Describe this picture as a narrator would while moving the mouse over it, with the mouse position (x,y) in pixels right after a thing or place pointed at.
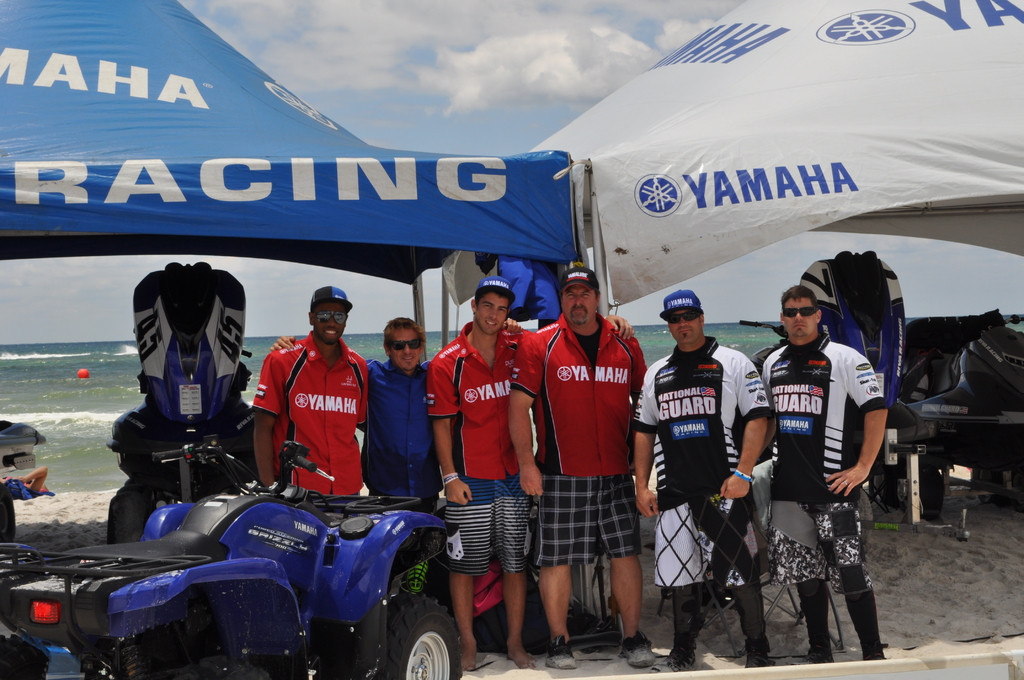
In this image I can see the ground (878,598), few persons (652,452) standing on the ground (887,614), few motorbikes (259,624) which are blue and black in color and few tents (228,195). In the background (108,376) I can see the water (106,404) and the sky (487,16).
